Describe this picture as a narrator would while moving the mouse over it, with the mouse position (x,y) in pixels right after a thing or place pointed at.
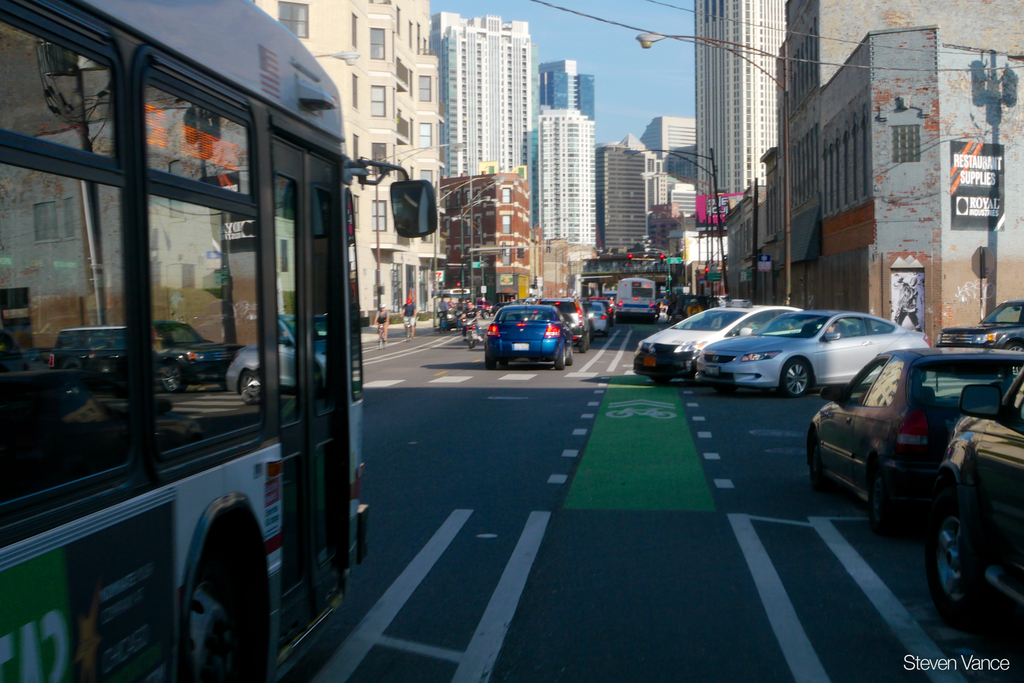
In this image we can see some vehicles (564,350) and people (456,301) on the road (441,334), on the right side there is a street light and in the background (747,117) there are some buildings (749,268).
